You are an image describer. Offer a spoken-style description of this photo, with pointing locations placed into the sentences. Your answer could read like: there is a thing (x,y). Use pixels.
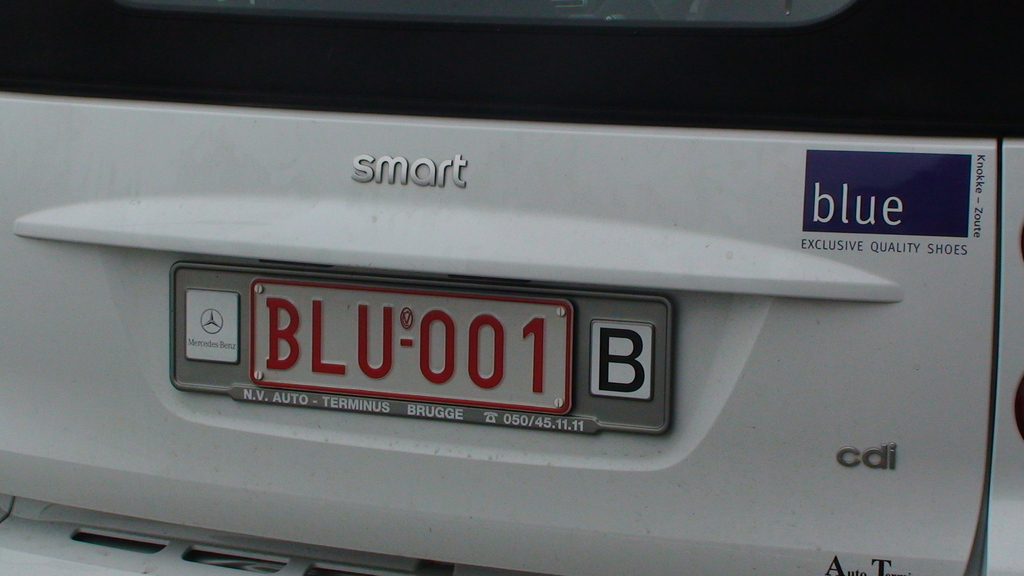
In this image we can see a number plate (529,377) and some text (431,166) on a vehicle (917,422).
